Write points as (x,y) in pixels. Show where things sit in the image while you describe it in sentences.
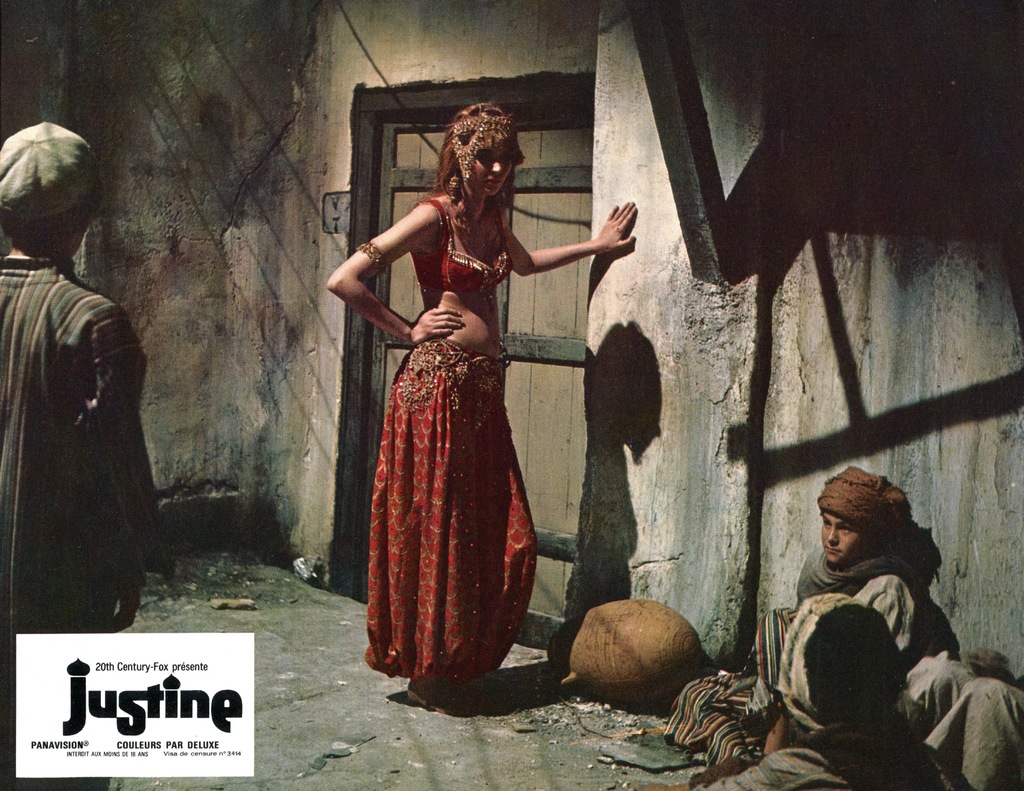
In this picture, we can see a group of people (102,383) some people (802,667) are sitting and some people (41,386) are standing on the floor (654,745). Behind the people (71,371) there is a wall (241,241) and wooden door (534,313) and on the image there is a watermark (158,703).
